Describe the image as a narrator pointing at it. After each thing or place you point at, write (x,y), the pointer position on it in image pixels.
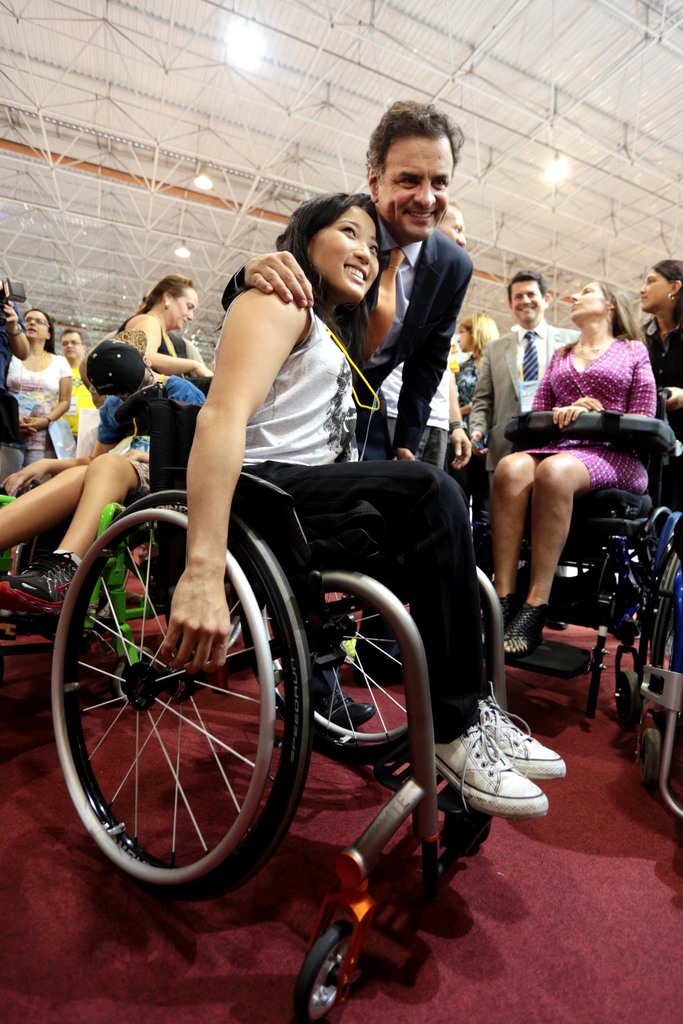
As we can see in the image there are few people (322,390) here and there. Few of them are sitting on wheelchairs (264,549). On the top (245,44) there are lights (239,59).
